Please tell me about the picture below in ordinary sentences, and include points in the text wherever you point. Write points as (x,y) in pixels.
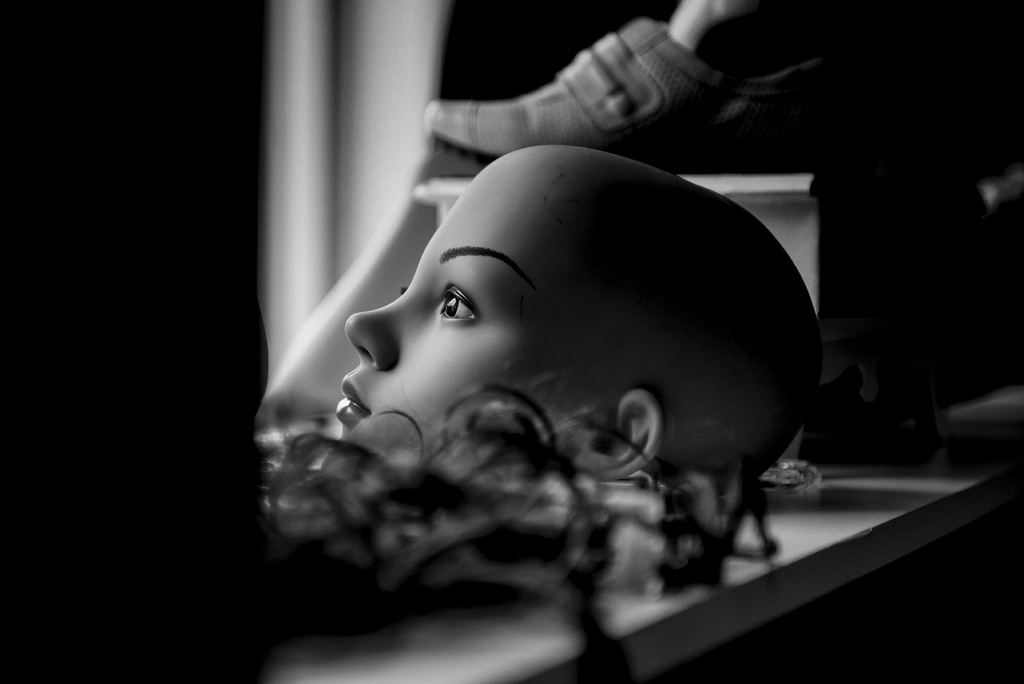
This is a black and white picture. I can see a mannequin head (725,288), there is a shoe (625,78), this is looking like hair (688,580), on the table (359,668), and there is blur background (973,55).
